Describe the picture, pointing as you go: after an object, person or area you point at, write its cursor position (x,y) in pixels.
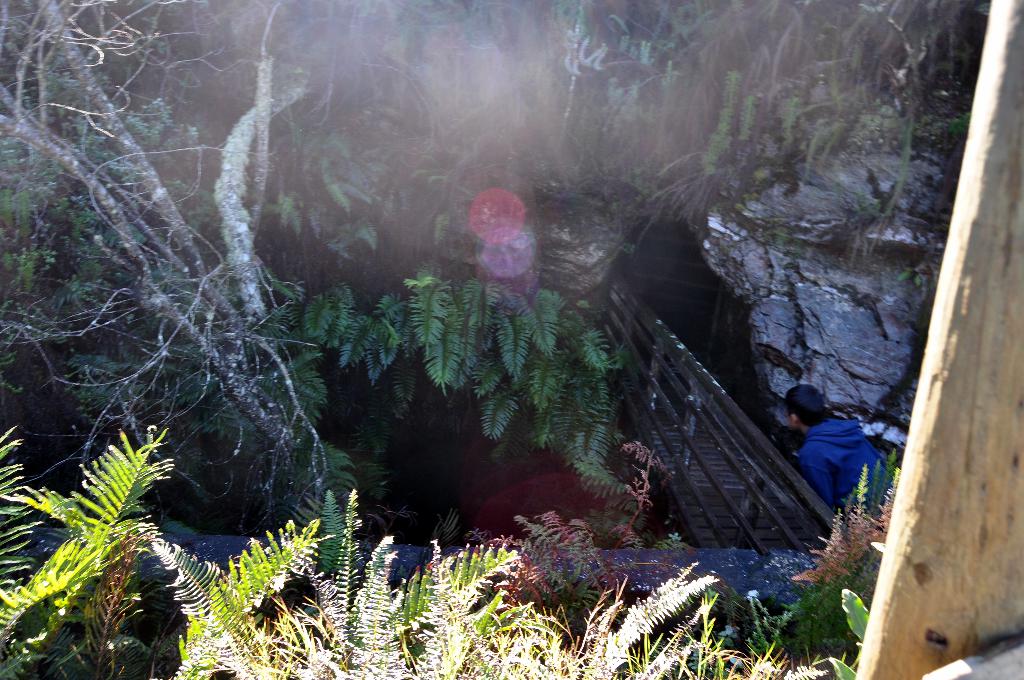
In this image I can see few trees (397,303), rock (842,308) and bridge (707,372). I can see a person (843,462) is wearing blue dress (834,448).
